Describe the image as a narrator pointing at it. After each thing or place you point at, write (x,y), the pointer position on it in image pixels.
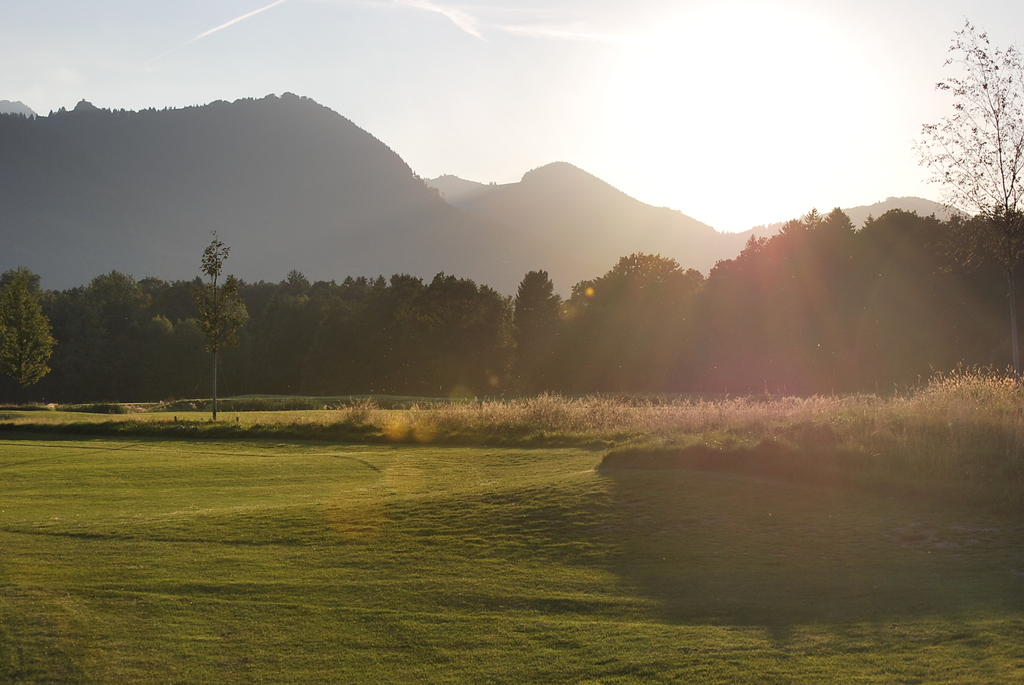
In this image we can see grass (398,541) on the ground (445,525). In the back (305,366) there are trees (573,322). In the background (418,191) there are hills (436,231) and also there is sky (505,28).
